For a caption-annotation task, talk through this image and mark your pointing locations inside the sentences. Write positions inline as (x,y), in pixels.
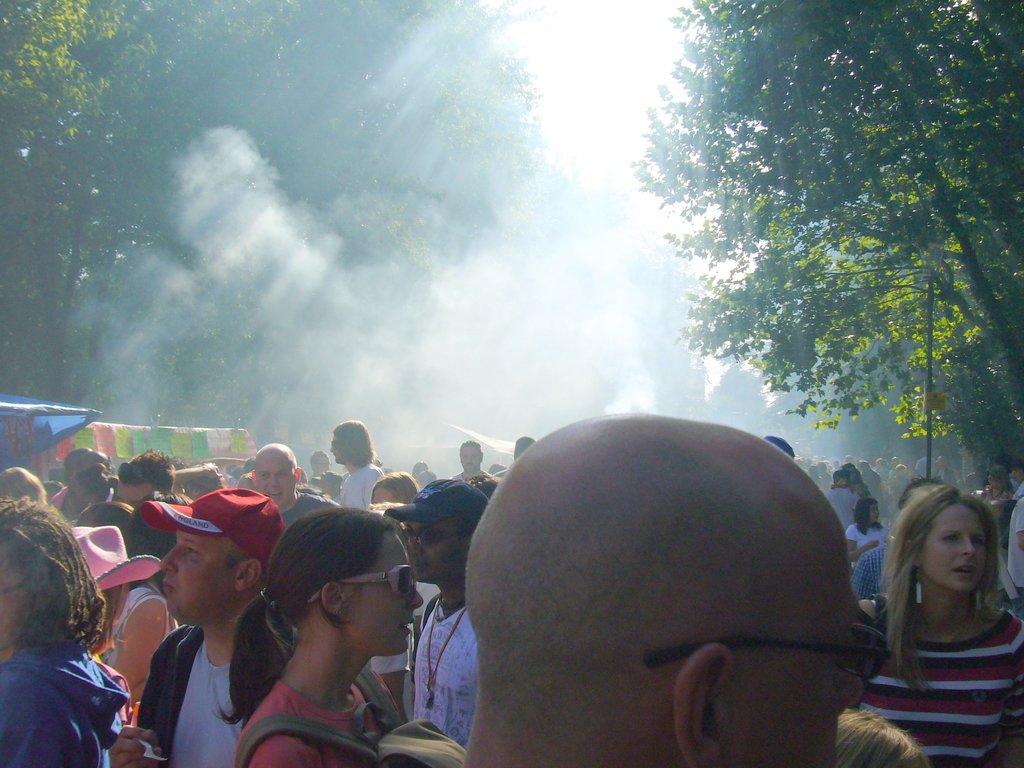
In this image we can see some people (654,426) standing and we can also see fog (483,99), trees (746,103) and sky (561,96).
